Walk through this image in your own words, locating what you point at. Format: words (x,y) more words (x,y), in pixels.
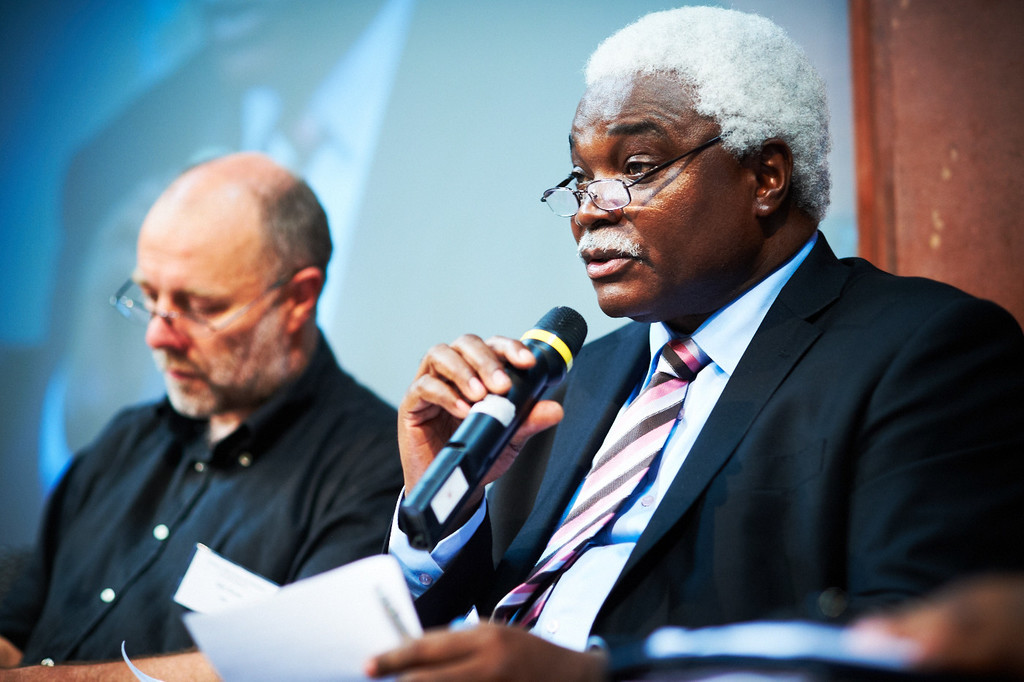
In this picture, we see two men (426,425) are sitting. Both of them are wearing the spectacles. The man (553,519) on the right side (748,276) is wearing a blazer (795,492). He is holding a microphone (545,389) in one of his hands (525,363) and in the other hand (414,649), he is holding the papers (338,631). I think he is talking on the microphone (460,435). On the right side (870,117), we see a brown wall (911,164). In the background (356,129), we see a projector screen (416,210) or a wall (438,268) in white color.
